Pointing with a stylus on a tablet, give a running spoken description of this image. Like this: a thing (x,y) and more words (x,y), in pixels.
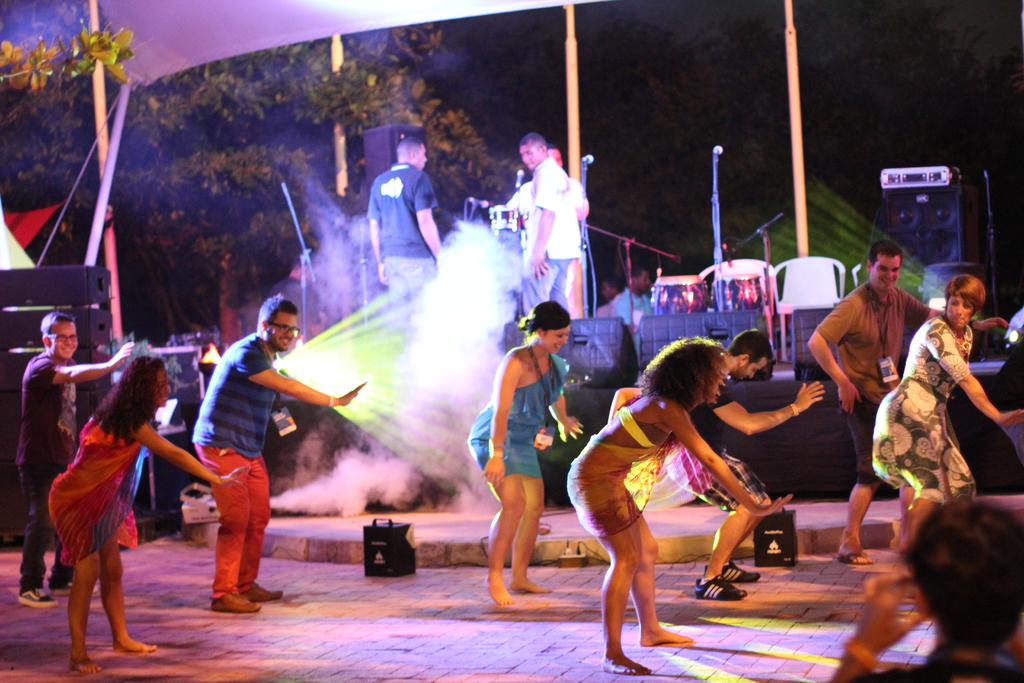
In this image I can see the ground (400,632) and number of persons (213,435) are standing on the ground (365,633). In the background (451,399) I can see few trees (477,177), few lights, few persons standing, a tent (263,9), few chairs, few musical instruments (749,284), few microphones (475,199), few speakers (918,246), some smoke (452,377) and the dark sky (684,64).
